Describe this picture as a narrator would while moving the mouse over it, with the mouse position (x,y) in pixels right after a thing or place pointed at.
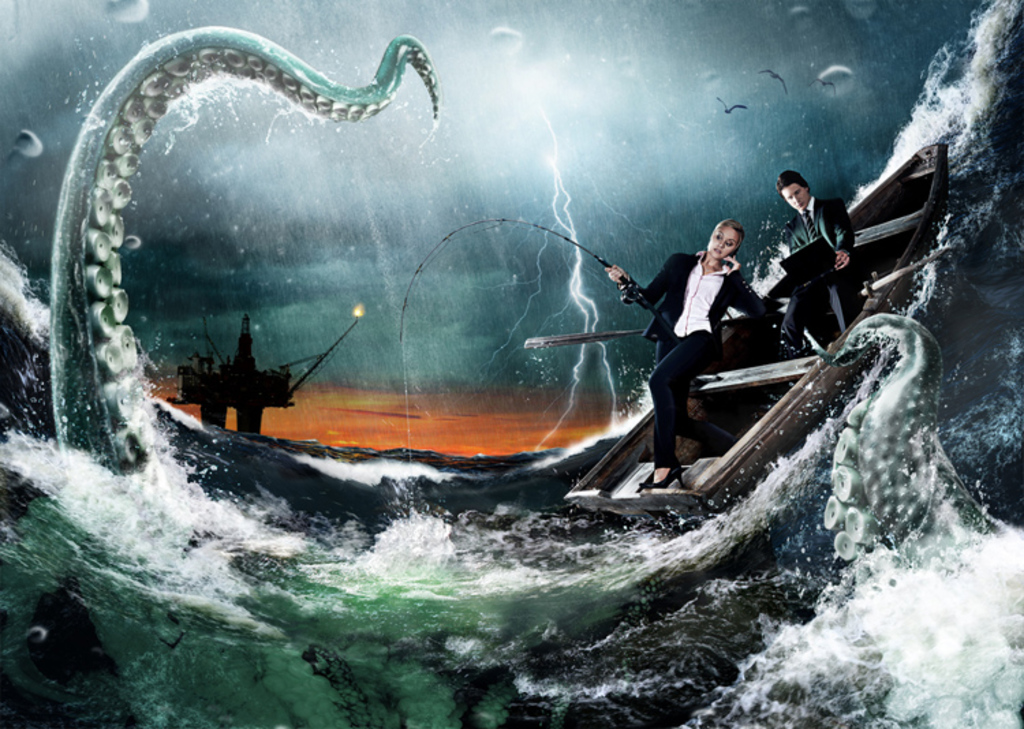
In this image I can see the aquatic animals (94,171) on the water (745,570). To the side I can see the boat (765,382). On the boat (771,359) I can see the two people (716,330) with different color dresses (681,419). I can see one person (692,267) holding the fishing rod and another person (798,289) holding the laptop (806,278). In the background (468,277) I can see the sky (502,153).
